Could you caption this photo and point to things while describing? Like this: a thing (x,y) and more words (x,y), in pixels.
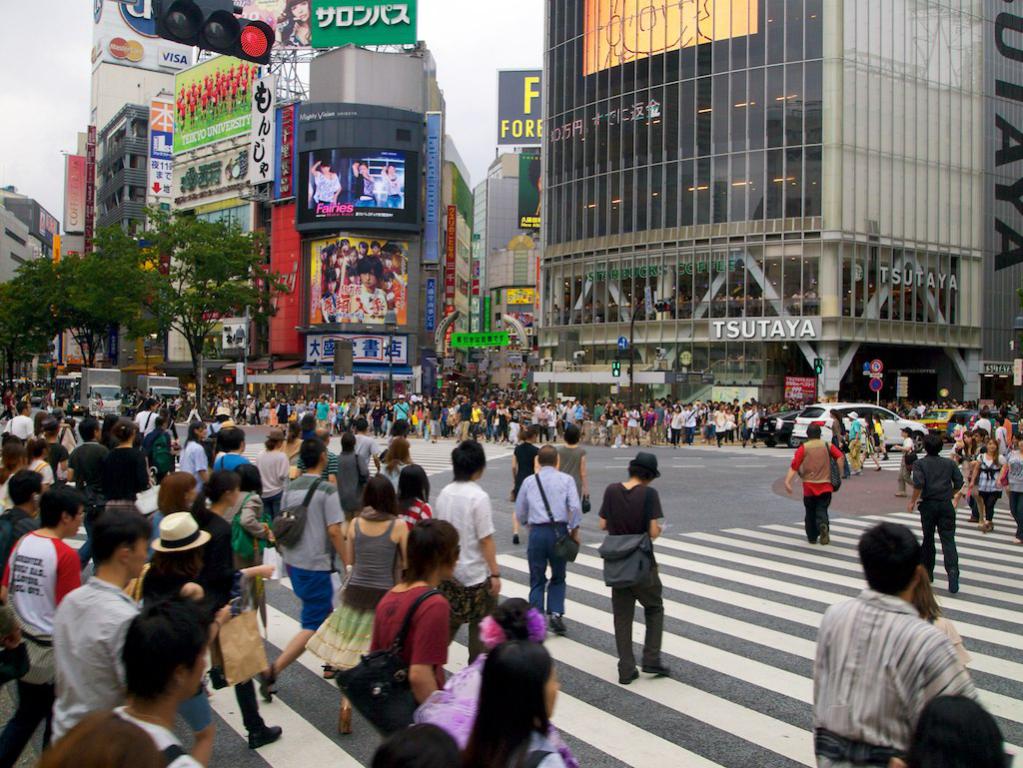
In this image we can see a group of persons (289,494). Behind the persons (289,494) we can see buildings (540,230) and vehicles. On the buildings (737,284) we can see advertising boards (337,257) with text (579,125) and images (314,188). At the top (459,25) we can see traffic lights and the sky (430,12). On the left side (166,244), we can see the trees (184,325) and vehicles (113,392).
